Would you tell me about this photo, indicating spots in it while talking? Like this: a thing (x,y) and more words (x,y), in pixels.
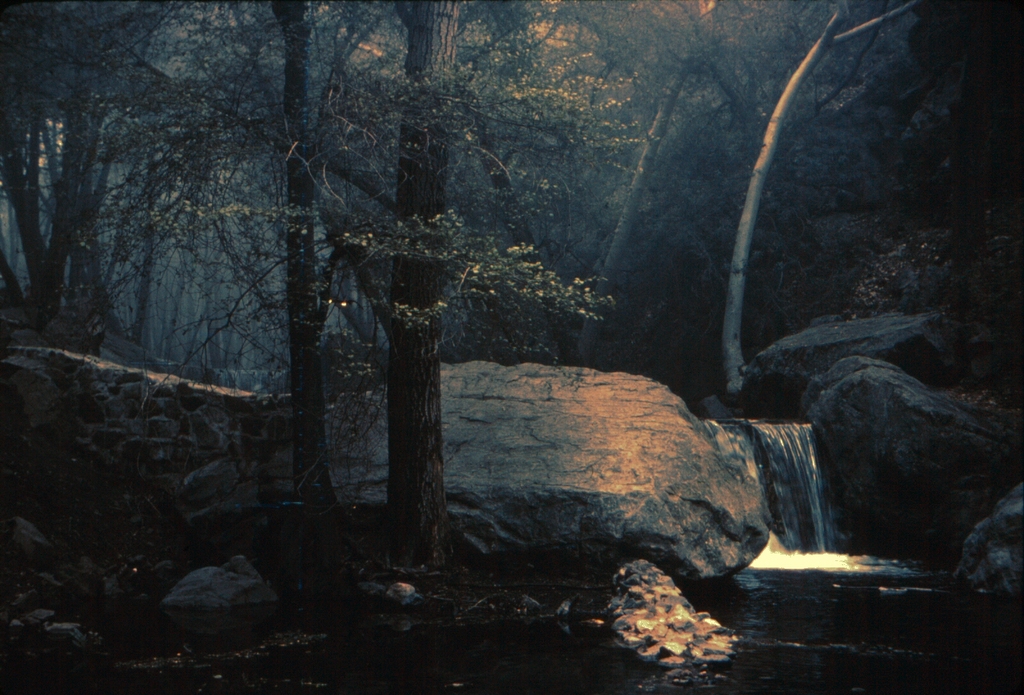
In the left side (287,89) there are trees (378,118) and in the right side (785,463) the water (801,459) is flowing from the stones (764,402).
